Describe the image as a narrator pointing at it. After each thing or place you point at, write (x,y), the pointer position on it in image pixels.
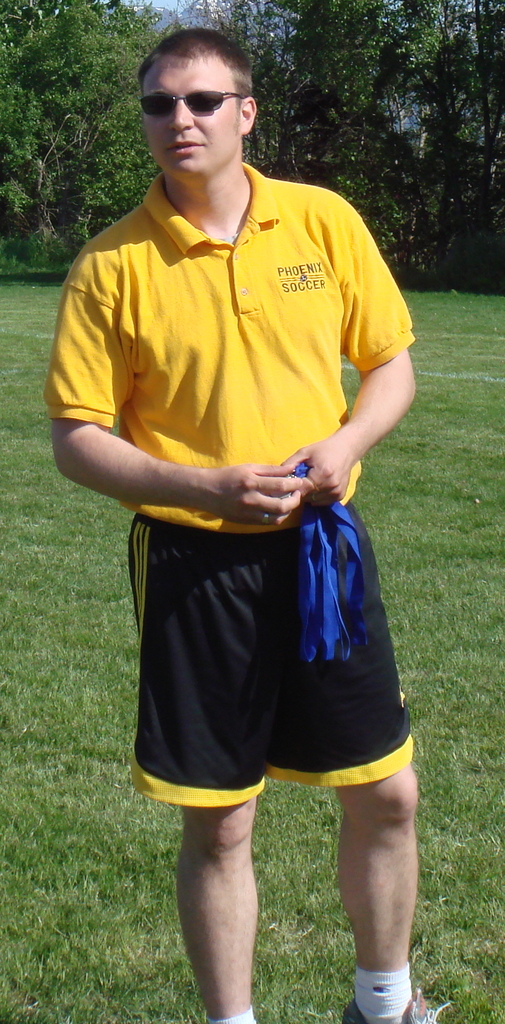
In the picture we can see a man (195,752) standing on the grass surface (441,723), he is wearing a yellow T-shirt (258,433) with white socks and shoes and holding a blue cloth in his hand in the background (25,66) we can see some trees (25,66).
